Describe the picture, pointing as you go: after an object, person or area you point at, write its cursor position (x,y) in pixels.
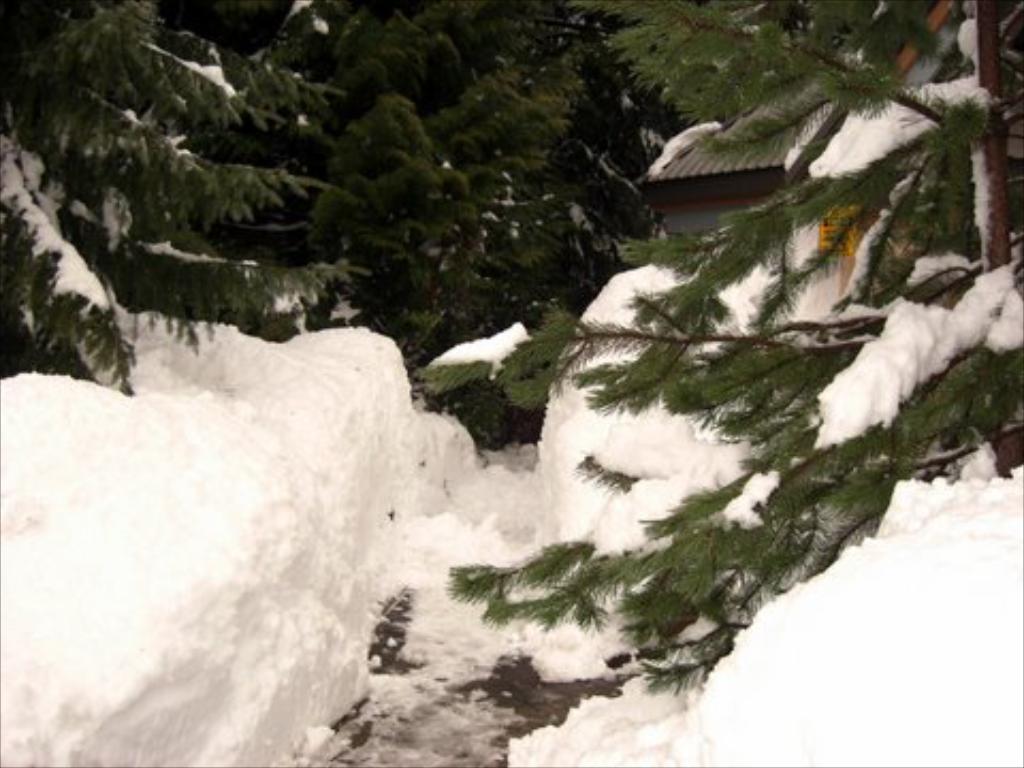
In this image we can see a group of trees (21,127) covered with snow (1023,298). On the right side of the image (732,157) we can see a building (757,175) with wall (839,231) and roof (745,166).
